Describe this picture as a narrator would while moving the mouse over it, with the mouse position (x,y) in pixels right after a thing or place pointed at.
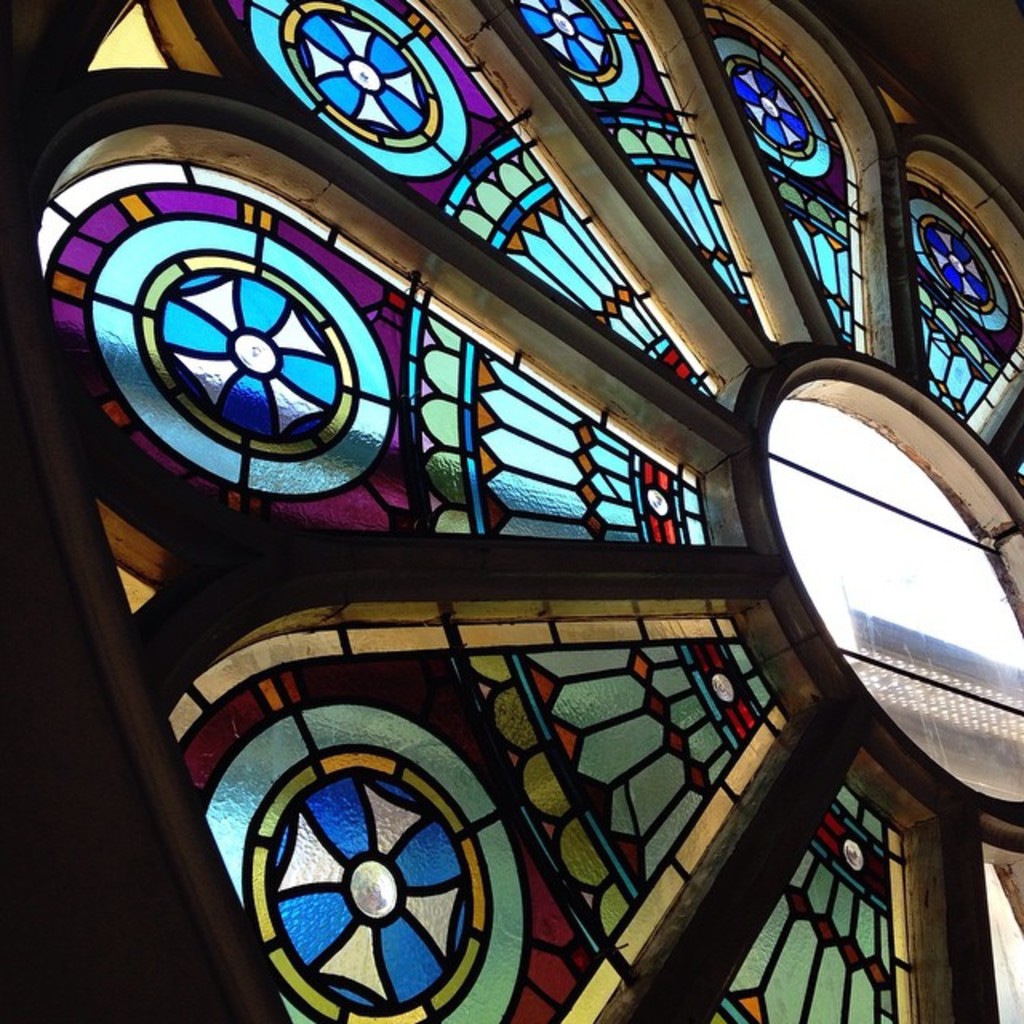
In this image there is a glass window (609,447) having few paintings (456,692) on it. Window (416,854) is in flower structure.
